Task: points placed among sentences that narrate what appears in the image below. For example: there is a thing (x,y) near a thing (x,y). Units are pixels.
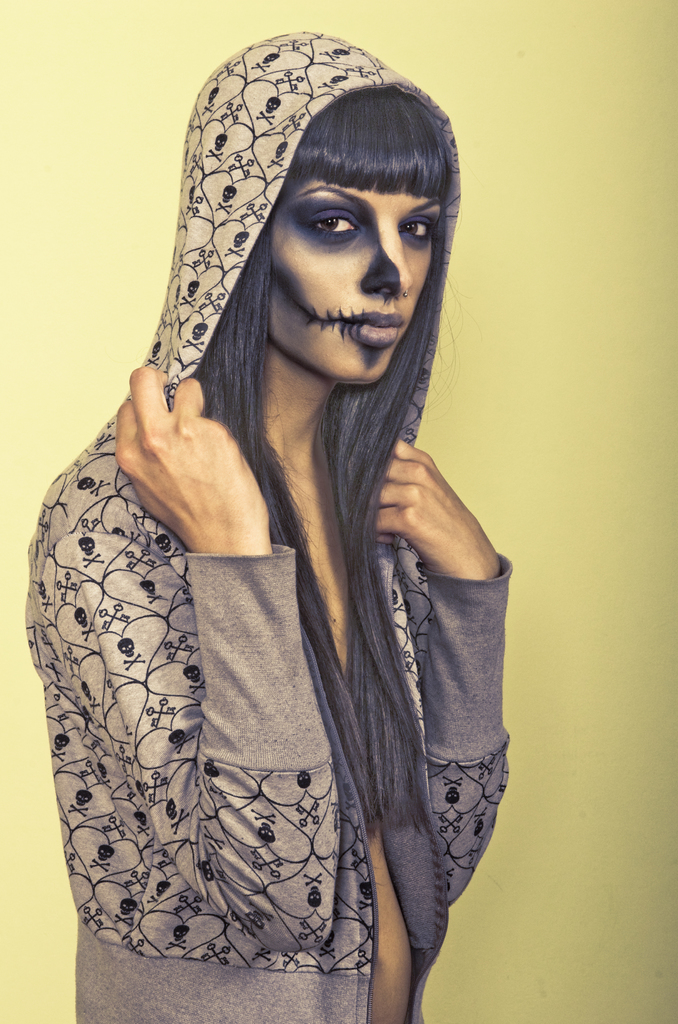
In this picture, we see a woman (188,475) wearing jacket (276,737) is standing. Behind her, we see a wall (515,597) in yellow color. She is looking at the camera.
